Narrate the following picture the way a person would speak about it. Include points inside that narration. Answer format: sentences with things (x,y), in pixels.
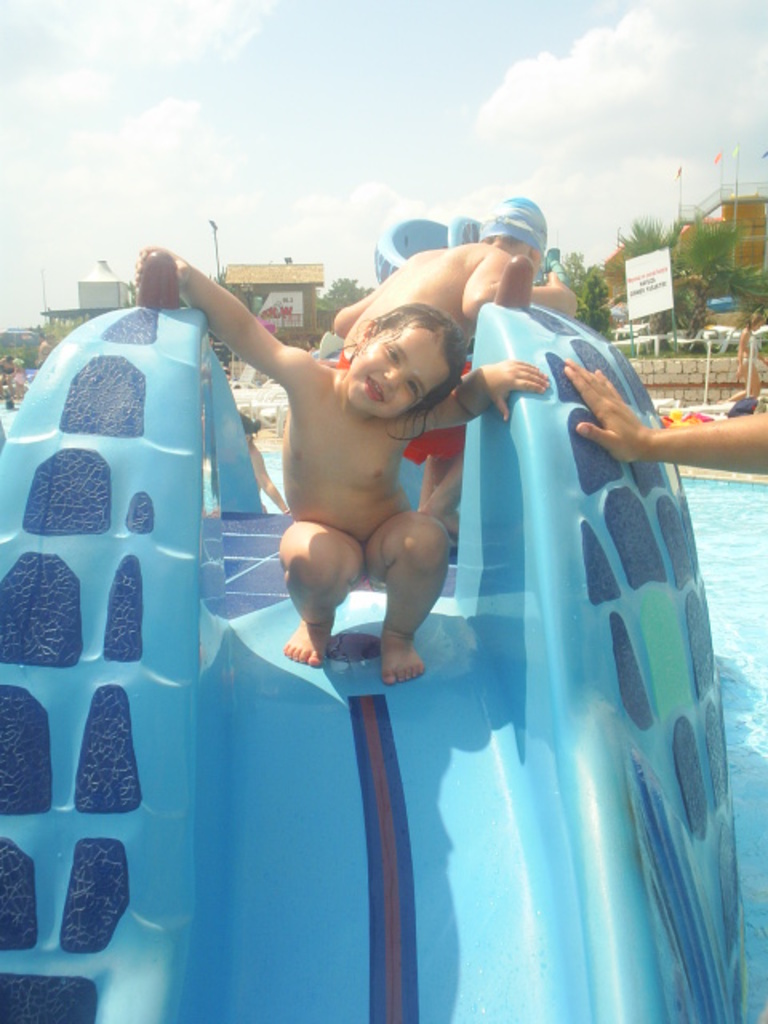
In this image we can see a few people (391,513), some of them are on the slide (175,525), there is a swimming pool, there are houses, trees (741,284), flags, poles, there is a board (654,310) with text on it, also we can see the sky (329,159).
